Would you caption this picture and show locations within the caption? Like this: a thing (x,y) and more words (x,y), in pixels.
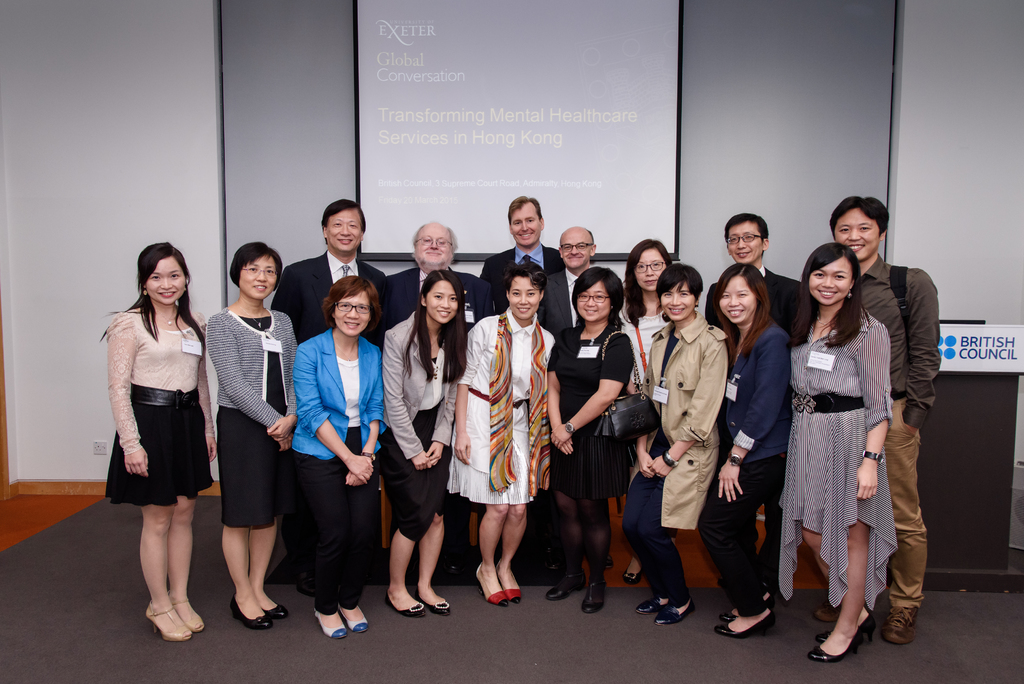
In the picture we can see a group of people (267,535) are standing on the floor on a floor mat (103,547) and behind them, we can see a wall (59,336) with a screen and some information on it.
